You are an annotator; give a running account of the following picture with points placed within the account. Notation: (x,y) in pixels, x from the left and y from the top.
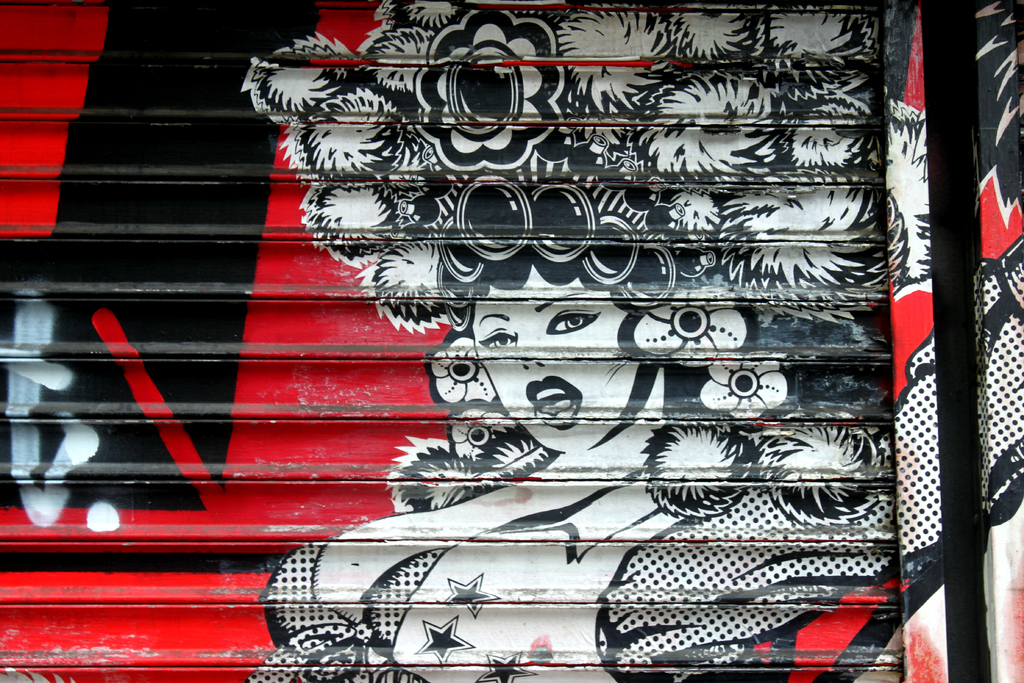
In the picture we can see a shutter (662,632) on it we can see a painting (483,632) of a woman (691,634) with different costume (705,635) and beside it we can see a red color and black color line (212,344) beside it.
